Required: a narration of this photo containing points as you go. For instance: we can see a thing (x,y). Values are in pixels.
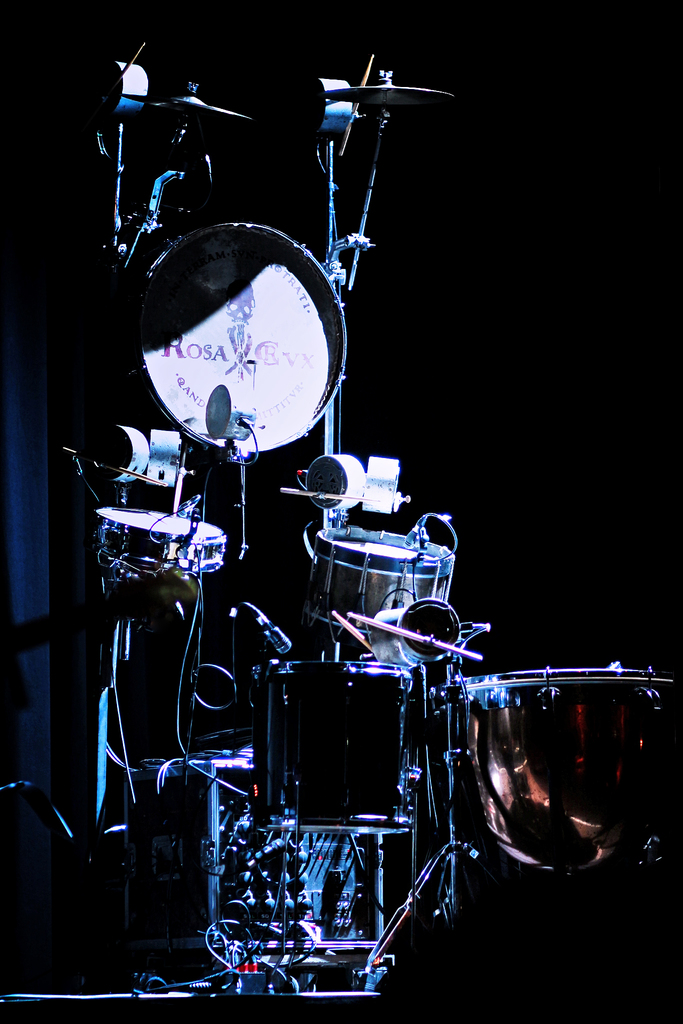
In this image there is a musical instrument (432,588).
